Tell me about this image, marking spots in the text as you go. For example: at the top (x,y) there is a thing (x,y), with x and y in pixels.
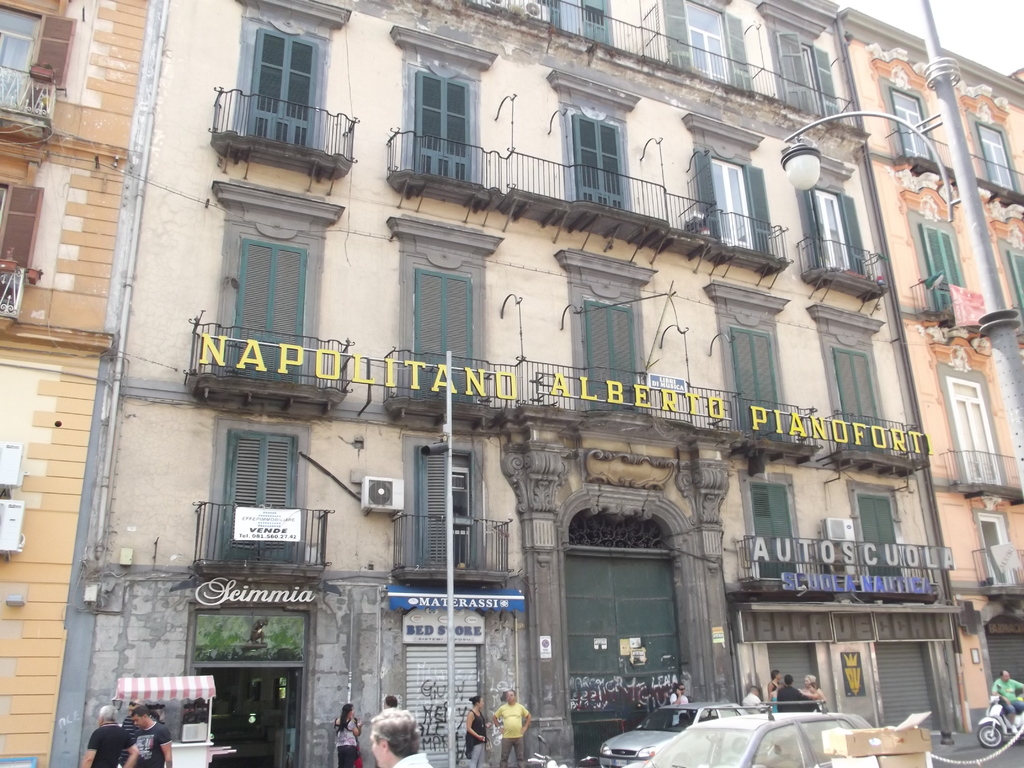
In this image, we can see a building (568,292). There are some person (376,729) in the bottom left of the image (142,716). There is a pole (451,547) in front of the building (321,391). There are cars (711,708) at the bottom of the image (729,711). There is an another pole (997,341) on the right side of the image (999,338).
